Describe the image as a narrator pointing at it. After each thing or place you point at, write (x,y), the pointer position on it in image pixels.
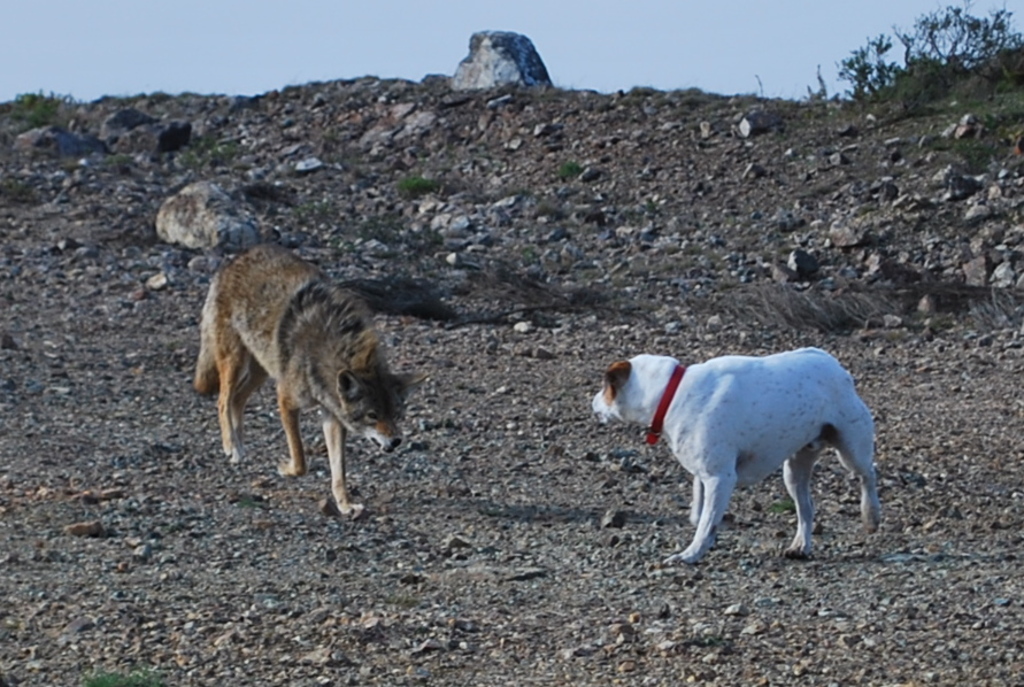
In this image in the center (347,401) there are a coyote (393,387) and a dog (808,407). At the bottom (543,678) there are some grass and sand (957,171), at the top of the image (550,71) there is sky (598,53).
